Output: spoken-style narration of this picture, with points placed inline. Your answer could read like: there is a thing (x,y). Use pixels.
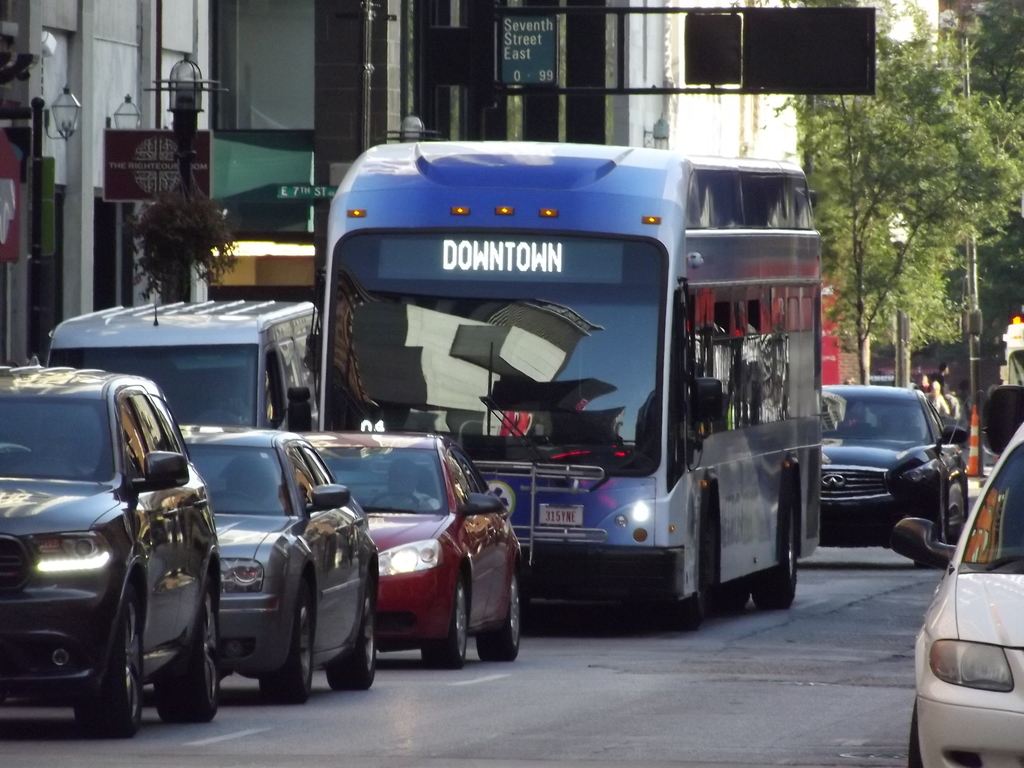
In this picture we can see a few vehicles (397,633) on the road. There are a few street lights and a direction board (499,38) on the pole (517,12). We can see a few trees (1022,106) and buildings (259,56) in the background (906,277).
